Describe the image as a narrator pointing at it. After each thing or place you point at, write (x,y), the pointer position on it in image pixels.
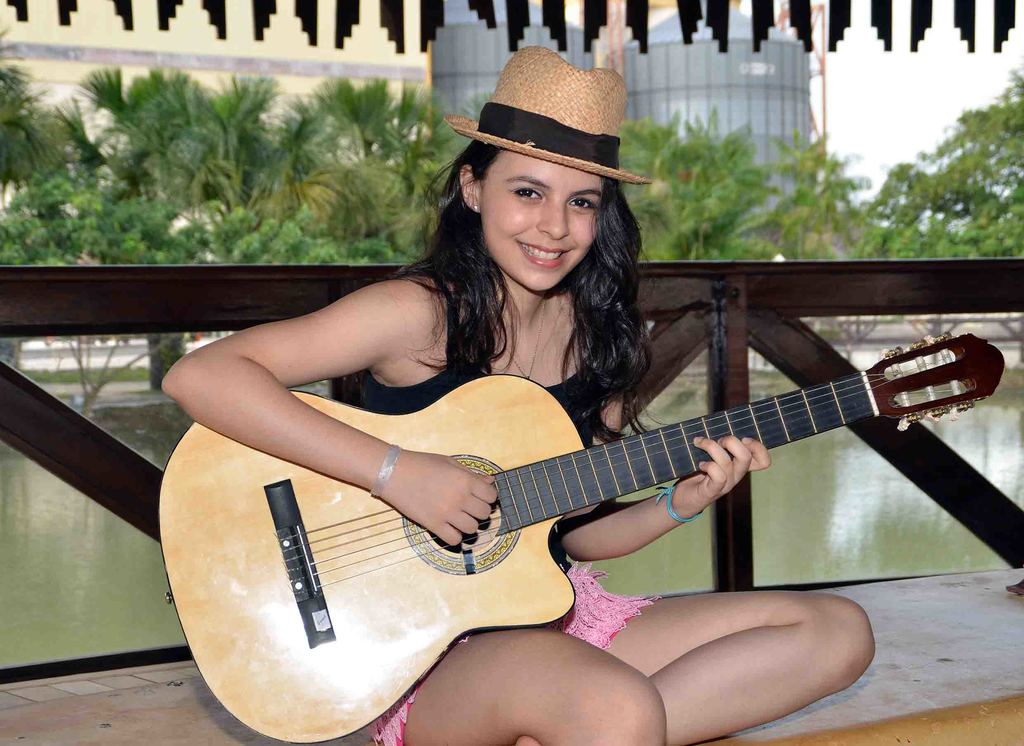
In this image I see a woman (616,271) who is sitting and she is holding a guitar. I can also see that she is smiling. In the background (18,490) I see the water (904,478), trees (973,177) and the buildings (10,53).
